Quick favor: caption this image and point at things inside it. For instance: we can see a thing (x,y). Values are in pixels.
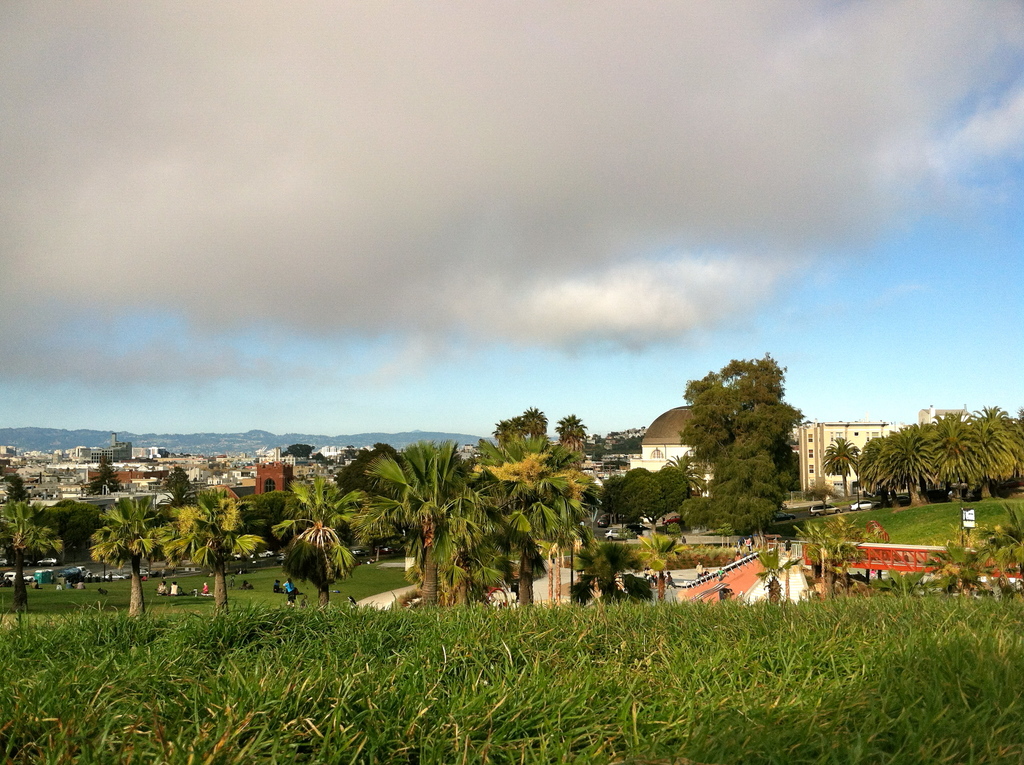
In this image we can see mountains (76,435), buildings (225,475), trees (223,546), Grass (240,678), plants (688,559) and bushes (693,546). We can see one park (371,581), some cars (857,504) are parked here. People (67,586) are sitting in the park (196,594). One bridge (915,555) is there. One board (961,524) is there. Sky (320,295) is there.
